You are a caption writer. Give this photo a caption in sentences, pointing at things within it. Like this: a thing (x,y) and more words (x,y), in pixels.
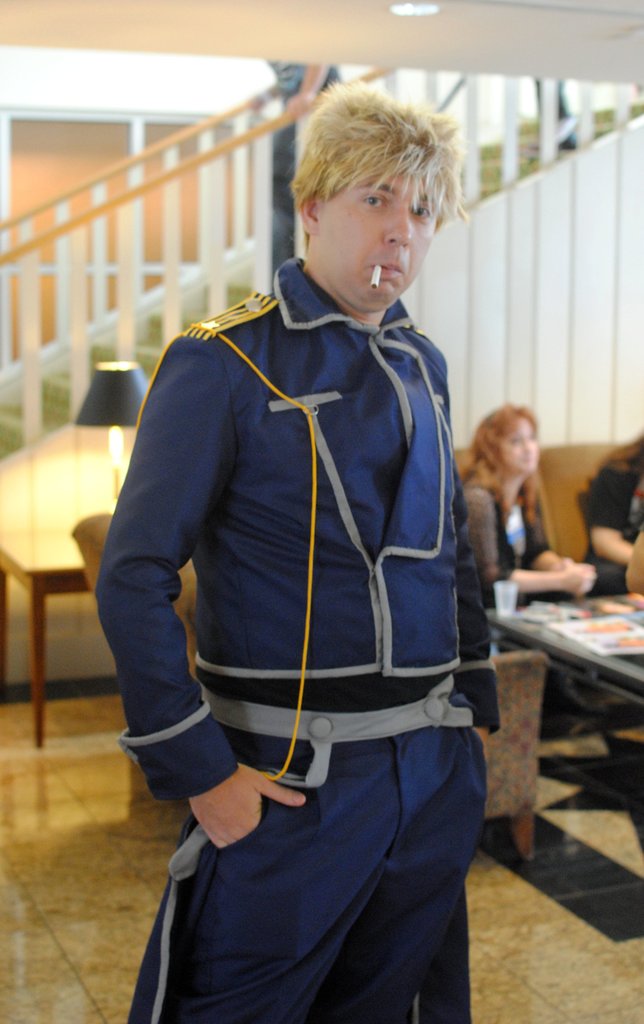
In this image we can see a man (332,688) standing on the floor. In the background (291,225) there are people (282,221) climbing the stairs (130,271) and women (525,584) sitting on the sofa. In addition to this we can see bed lamp (102,392) on the side table (37,617) and an another side table (570,643) with papers (588,636) and a glass tumbler (502,595) on it.
